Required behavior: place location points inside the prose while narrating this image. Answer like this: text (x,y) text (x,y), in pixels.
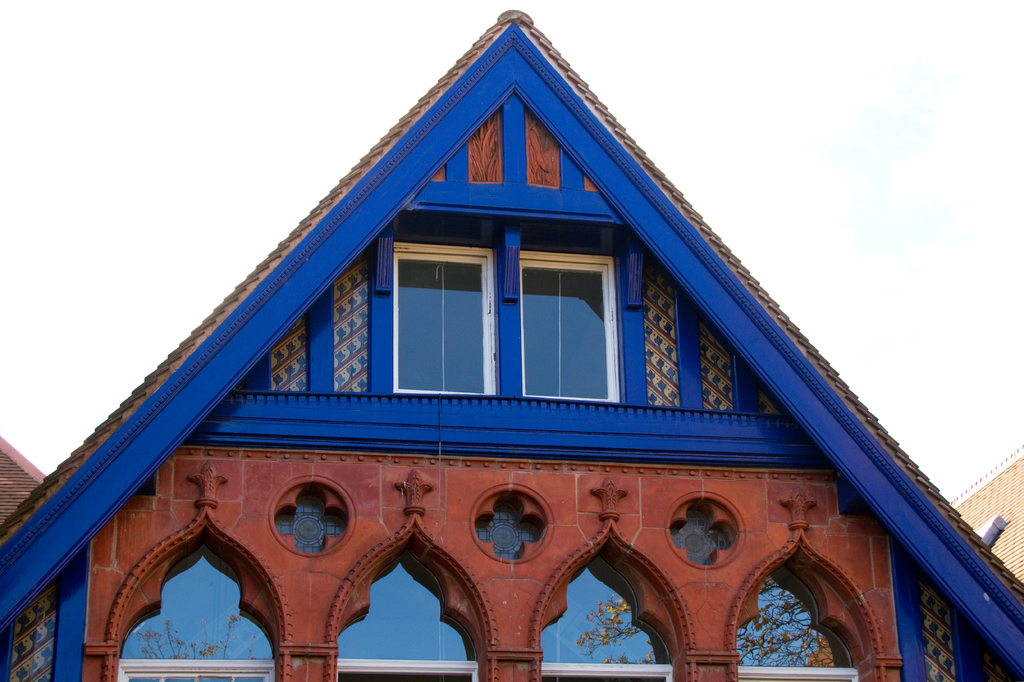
In this image we can see the houses (456,505) and in the background (940,86), we can see the sky (949,65).
